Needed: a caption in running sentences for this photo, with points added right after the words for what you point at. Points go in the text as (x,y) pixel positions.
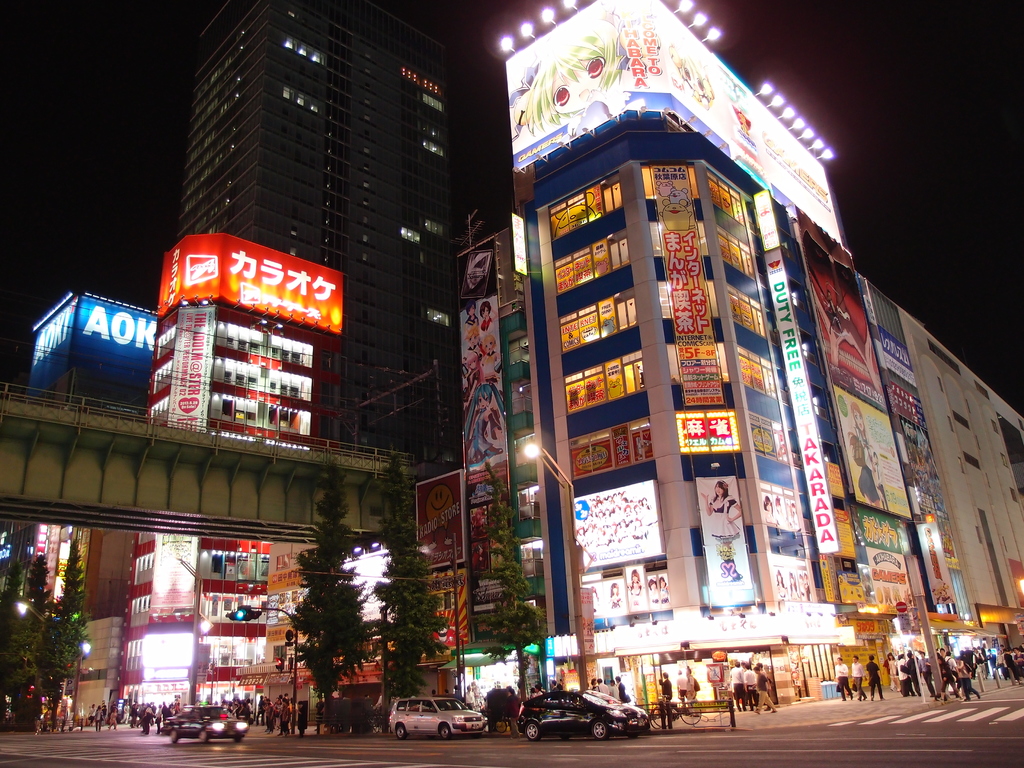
This image is clicked on the road (539,754). There are cars (413,718) moving on the road (272,740). Beside the road (287,743) there is a walkway (796,714). There are many people (264,709) walking on the walkway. There are trees (318,603) and traffic signal poles (244,616) on the walkway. Behind the walkway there are buildings (396,326). There are boards (298,306) with text (872,526) on the buildings (859,516). At the top (588,72) there is a hoarding (664,79) on the building (702,96). Above the hoarding (524,68) there are lights (782,97). At the top (152,128) it is dark.
